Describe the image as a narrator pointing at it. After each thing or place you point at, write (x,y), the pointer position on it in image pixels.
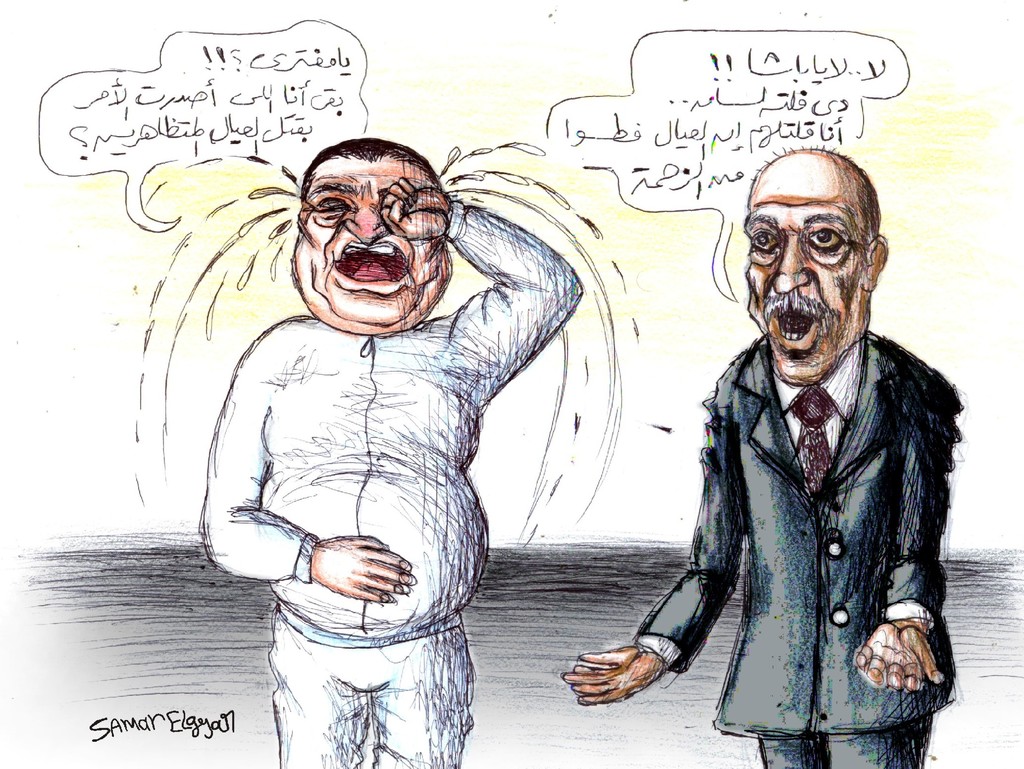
In the image there is a comic (884,205) of an old man (810,354) in suit (829,515) on the right side (784,518) and another man (413,445) in white dress (375,389) crying on the left side (329,434) with some text (650,129) above it.
